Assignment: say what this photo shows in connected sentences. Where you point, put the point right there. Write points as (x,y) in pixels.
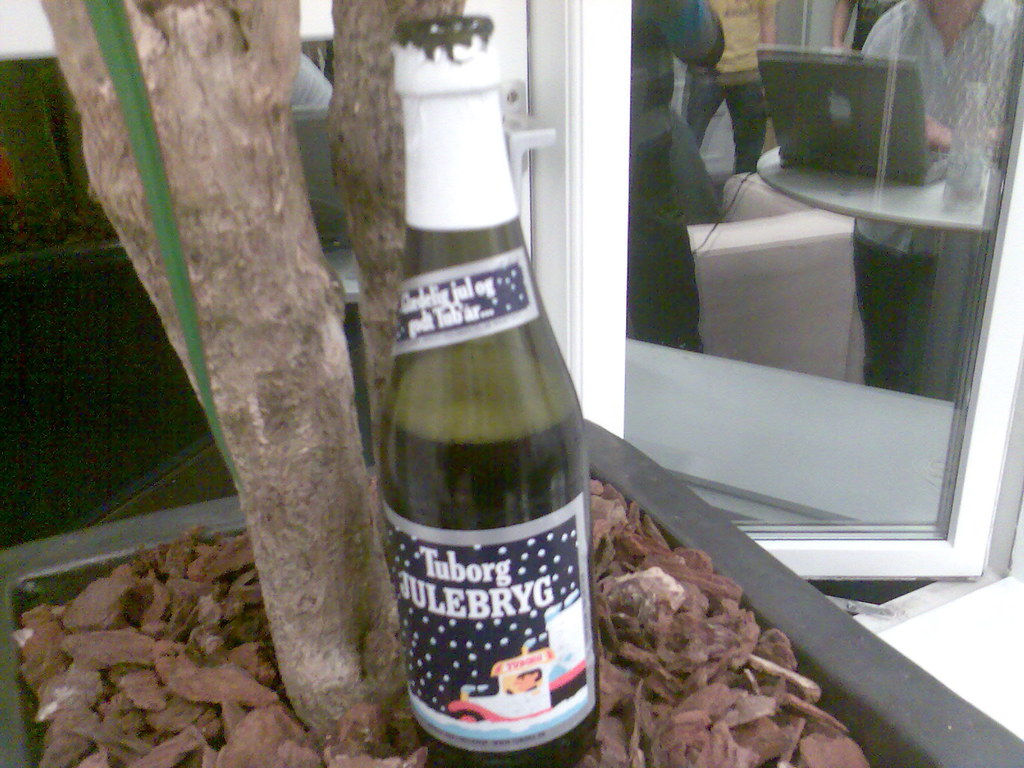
This is a beer bottle (506,761) which is on the clay pot (838,654). In this glass window (738,475) we can see a man (943,113) working on a laptop (882,139) which is on the table (936,208).
